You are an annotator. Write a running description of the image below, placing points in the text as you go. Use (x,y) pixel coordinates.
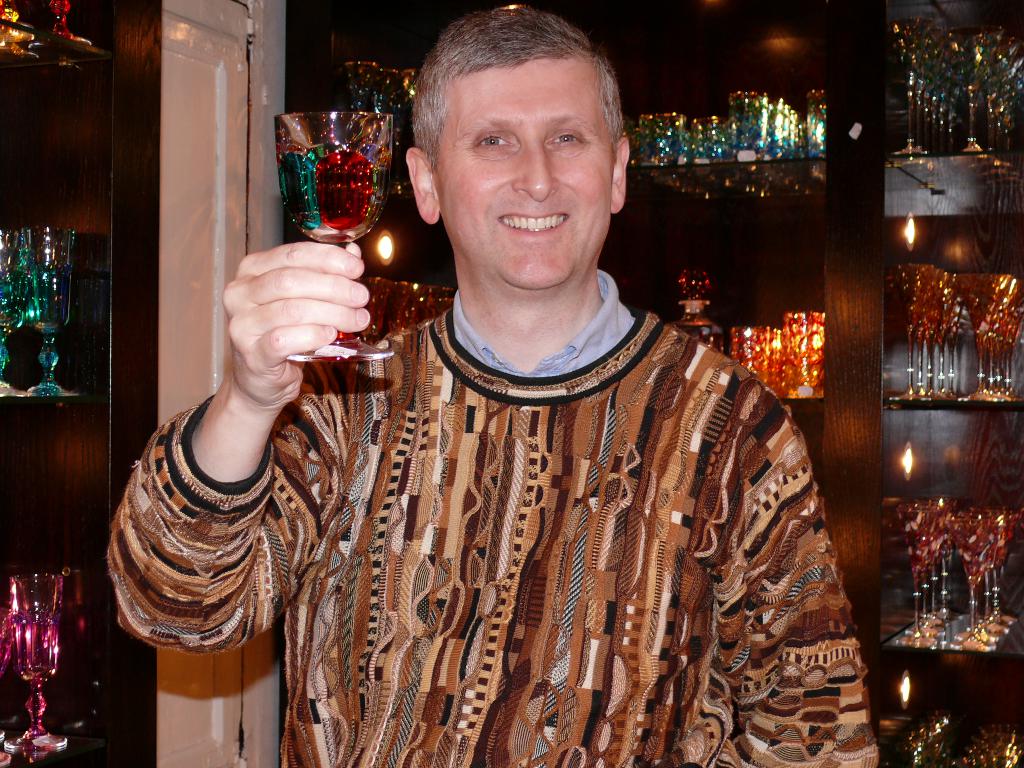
In this image there is a person (539,437) holding a glass (364,348) in his hand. Background (34,706) there are shelves (767,266) arranged with glasses (963,292) in it.
